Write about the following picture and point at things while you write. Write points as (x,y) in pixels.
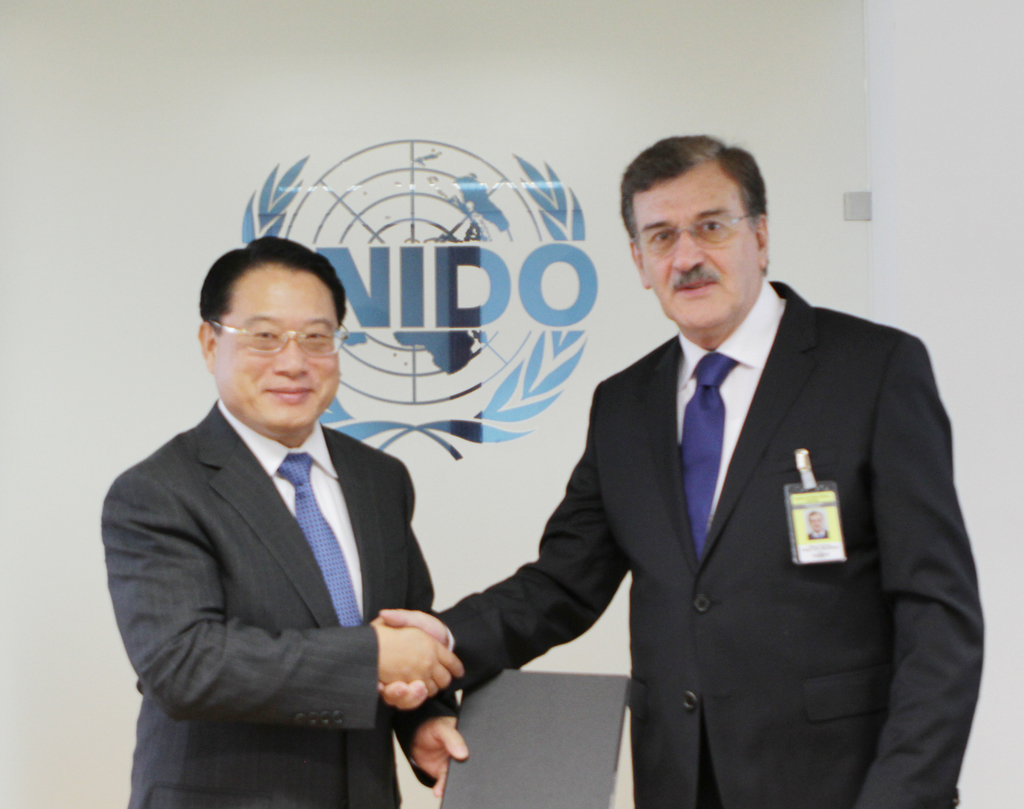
In this picture there is a man (918,443) who is wearing spectacle (705,226), blazer (826,592), shirt (752,384), tie (726,363) and ID card (823,523). Beside him we can see another man (317,323) who is wearing spectacle (246,343) and blazer (308,634). Both of them are shaking hands (403,695). On the background (445,353) we can see the banner (496,339). This person (395,553) is holding a file (529,784).
